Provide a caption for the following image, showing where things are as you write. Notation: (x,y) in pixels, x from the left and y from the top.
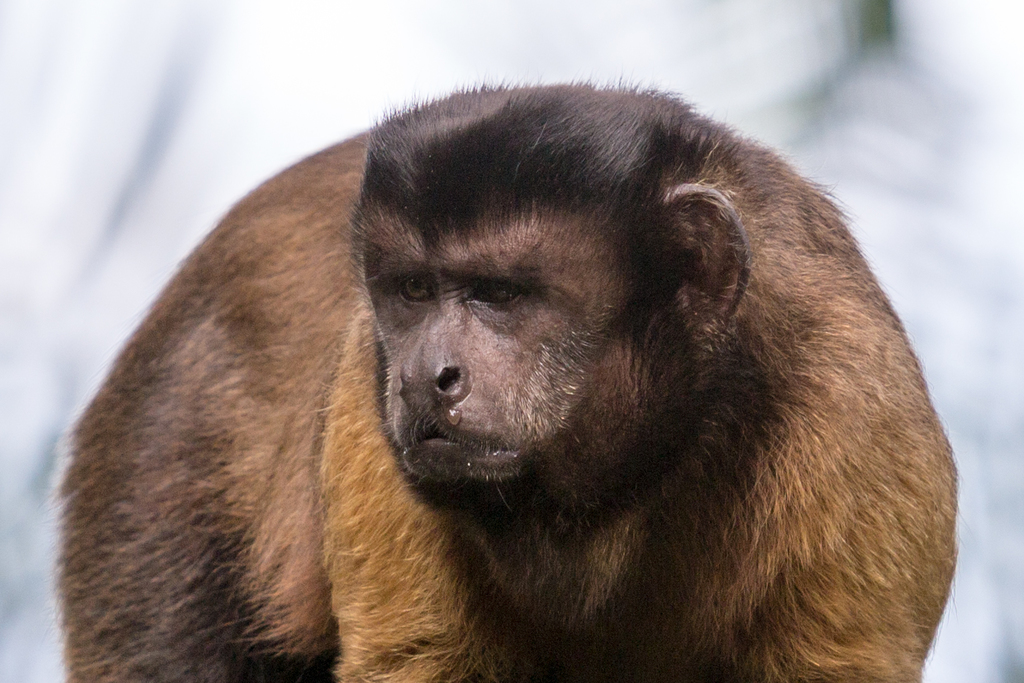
In this image, we can see a monkey (834,350) on the blur background.
